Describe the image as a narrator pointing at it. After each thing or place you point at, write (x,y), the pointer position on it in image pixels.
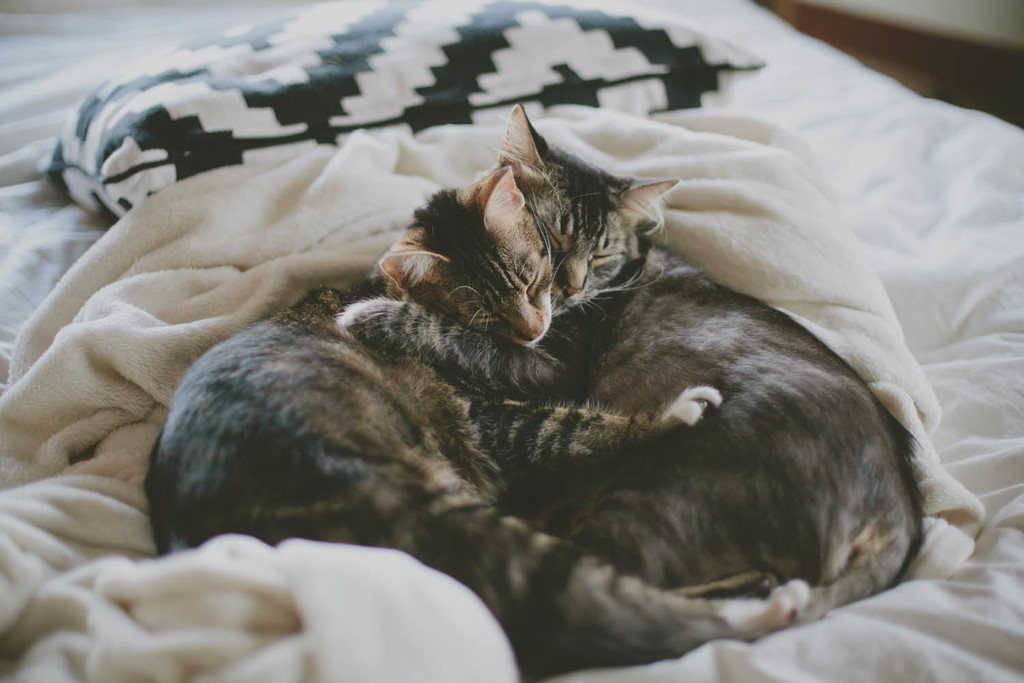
In this image we can see cats (521,335) sleeping on the bed (931,532). At the top (318,116) there is a cushion (230,82) and we can see a blanket (167,613).
